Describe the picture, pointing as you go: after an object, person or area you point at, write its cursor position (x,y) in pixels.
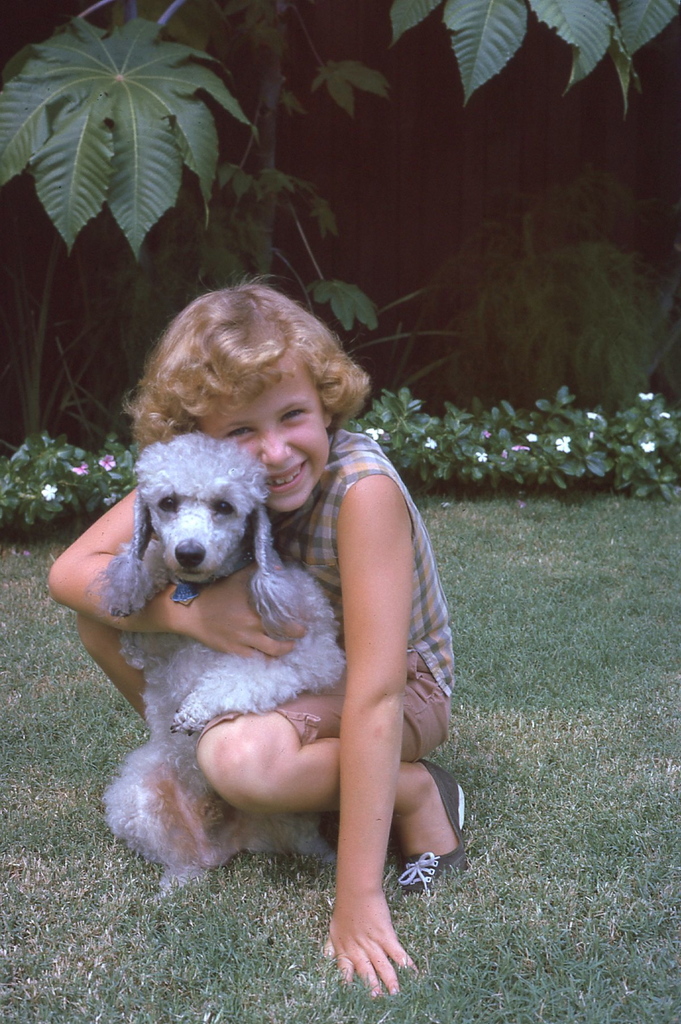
On the background (272,94) we can see plants (114,173). these are flower plants (523,447). This is a grass area (550,693). Here we can see one girl (350,608) holding a dog (220,664) with her hand (175,621).
